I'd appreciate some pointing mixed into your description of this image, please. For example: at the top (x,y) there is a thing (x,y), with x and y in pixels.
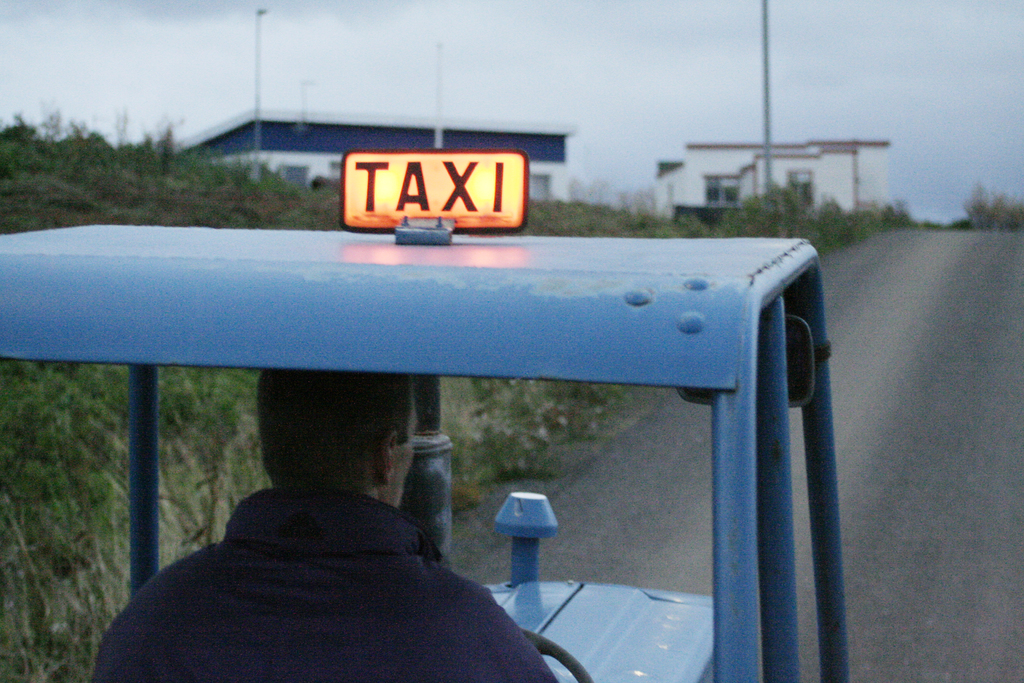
In this image we can see a person (358,523) is riding vehicle (588,374) on the road (1022,486). In the background (322,228) we can see grass (3,397) on the ground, poles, buildings (565,160), windows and clouds (770,80) in the sky (770,80).
